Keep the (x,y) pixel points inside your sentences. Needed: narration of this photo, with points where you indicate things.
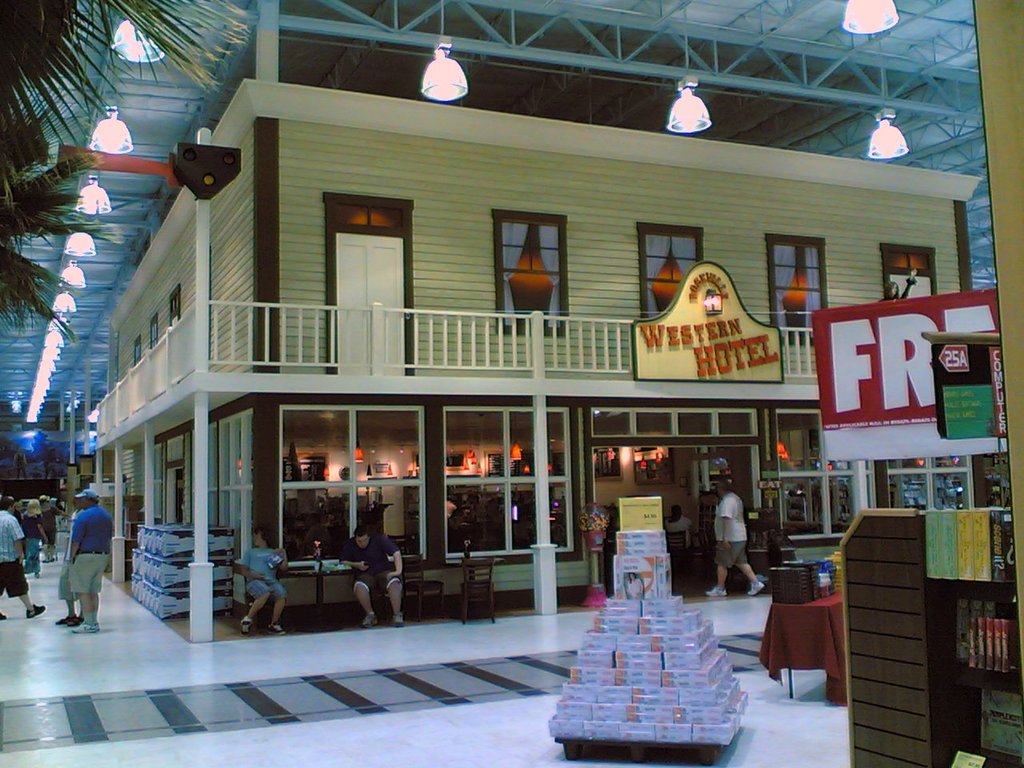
We can see boxes (639,695) on the table (663,740). On the right side of the image (979,537) we can see books (994,536) in racks (934,720), boards (899,343) and objects (809,596) on the table (833,595). There are people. On the left side of the image (174,14) we can see tree (11,75). We can see building (410,347), boxes (179,561) on the floor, chairs (405,588), tables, railing (146,356), board (703,341), pillars (73,422) and glass windows (447,467). At the top (576,60) we can see lights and rods (589,61).
